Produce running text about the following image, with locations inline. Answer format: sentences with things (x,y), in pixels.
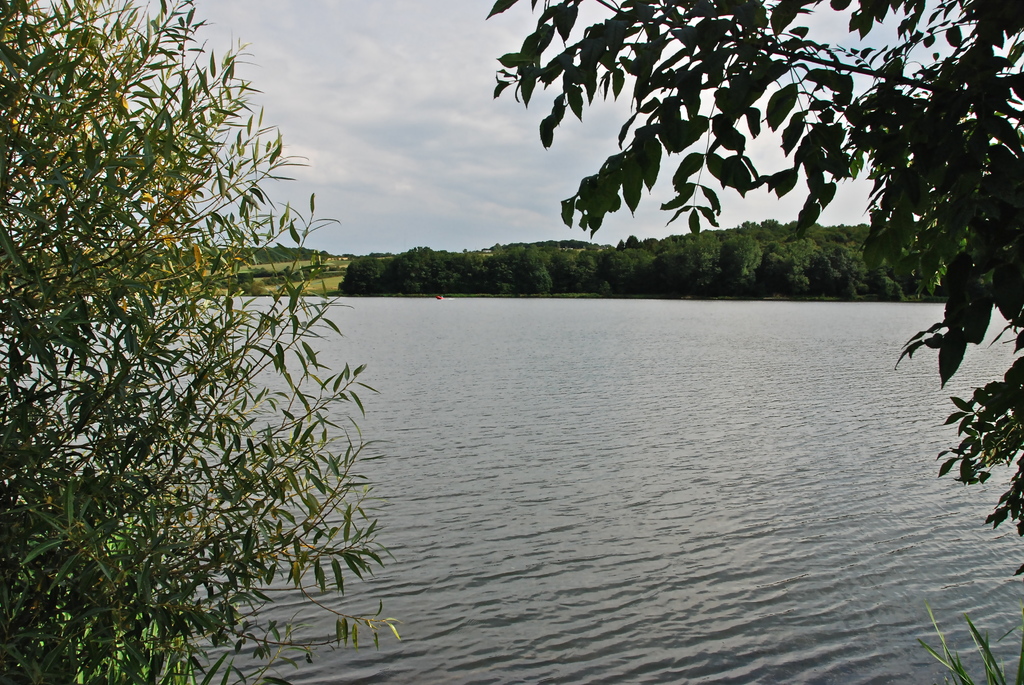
In the image we can see leaves (894,85), water (662,429), trees (554,287) and the cloudy sky (327,123).
